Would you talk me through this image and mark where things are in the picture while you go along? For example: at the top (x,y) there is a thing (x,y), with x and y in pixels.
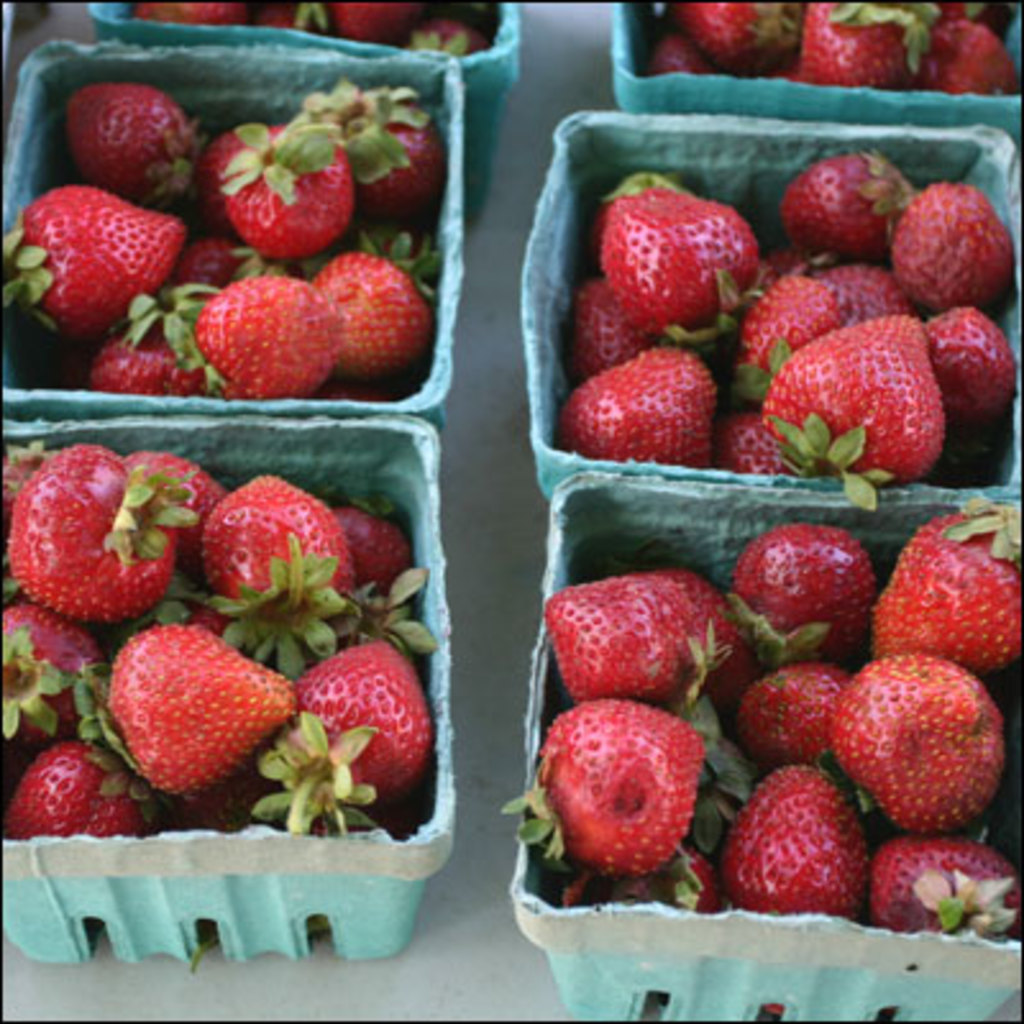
In the image I can see the white colored surface (426,953) and on it I can see blue colored trays (516,30). In the trays (416,529) I can see strawberries (320,180) which are red and green in color.
